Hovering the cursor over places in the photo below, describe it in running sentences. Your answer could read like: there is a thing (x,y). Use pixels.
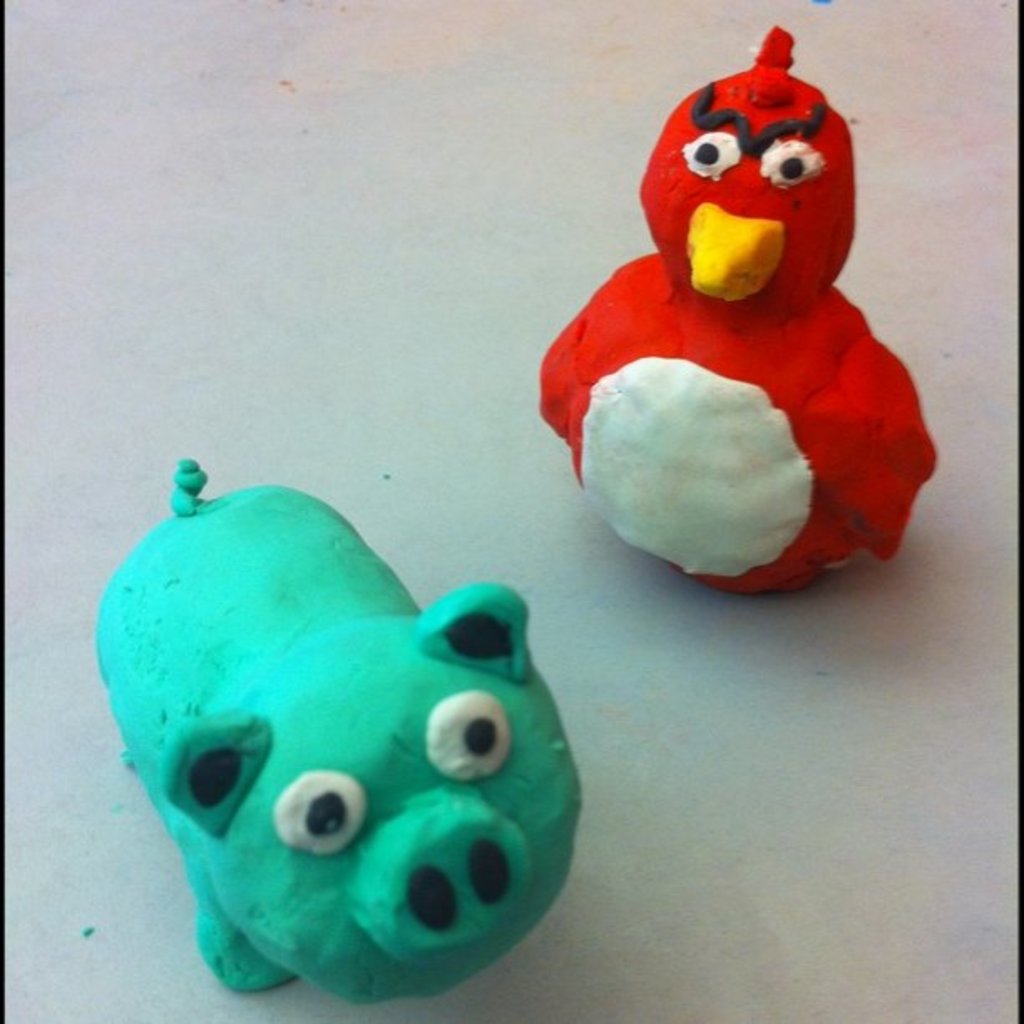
In this picture we can see toys (571,366) made by clay (337,627). In the background of the image (483,428) there is a floor (339,489).
